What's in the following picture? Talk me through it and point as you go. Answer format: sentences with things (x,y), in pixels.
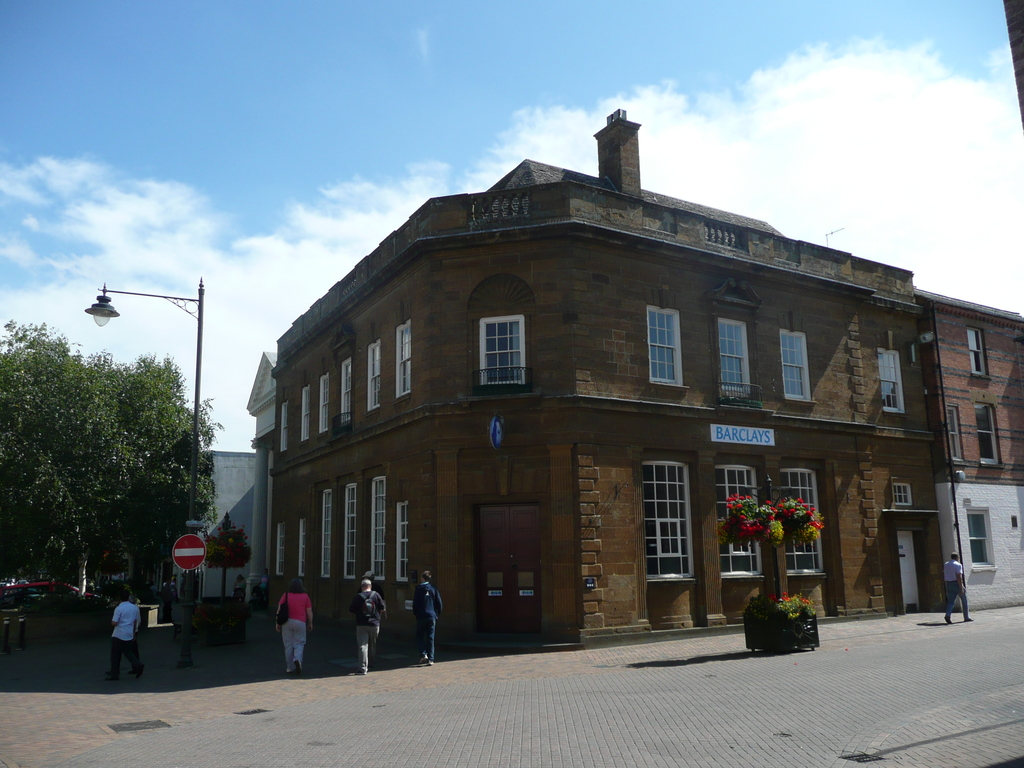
In this image there is a surface (474,724) at bottom of this image (643,747). there is one plant (764,534) at right side of this image (810,610) and there is one person (952,572) standing at right side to this plant (786,600) and there is a building (514,433) in the background (512,494). There is a tree (96,513) at left side of this image (68,506) and there are some persons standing at bottom left side of this image (125,646). there is a pole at left side of this image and there is a cloudy sky (308,130) at top of this image (617,77).
